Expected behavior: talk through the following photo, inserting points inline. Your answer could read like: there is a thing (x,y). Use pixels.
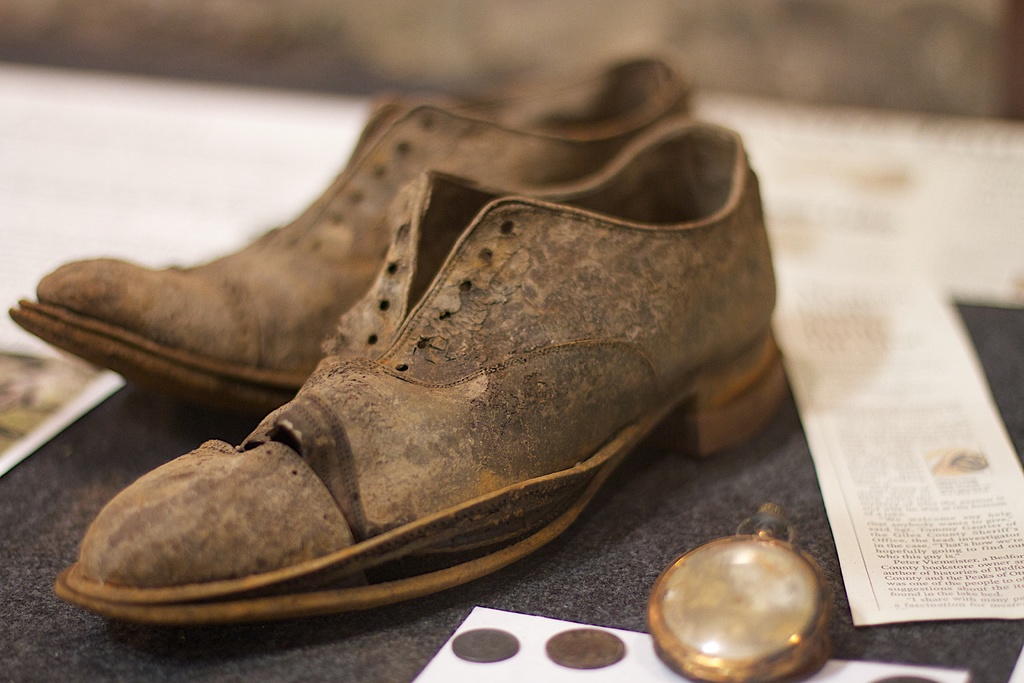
In this picture we can see couple of shoes (287,332), papers (860,335), coins (593,635) and other things (720,605).
